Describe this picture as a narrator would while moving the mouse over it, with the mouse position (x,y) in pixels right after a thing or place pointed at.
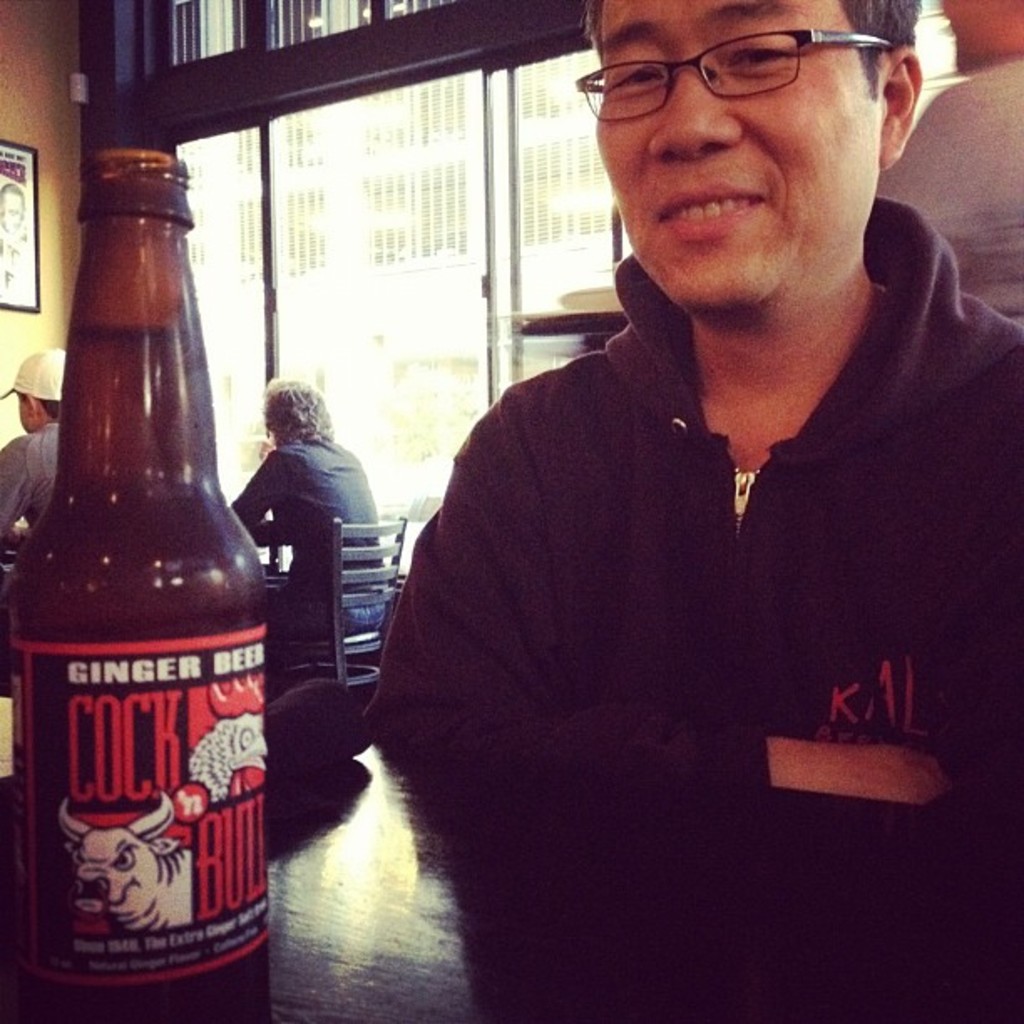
The person (794,476) wearing black dress (869,539) is sitting in front of a table (570,893) which has a ginger beer bottle (164,648) on it and there are two other persons (297,430) sitting behind him.
